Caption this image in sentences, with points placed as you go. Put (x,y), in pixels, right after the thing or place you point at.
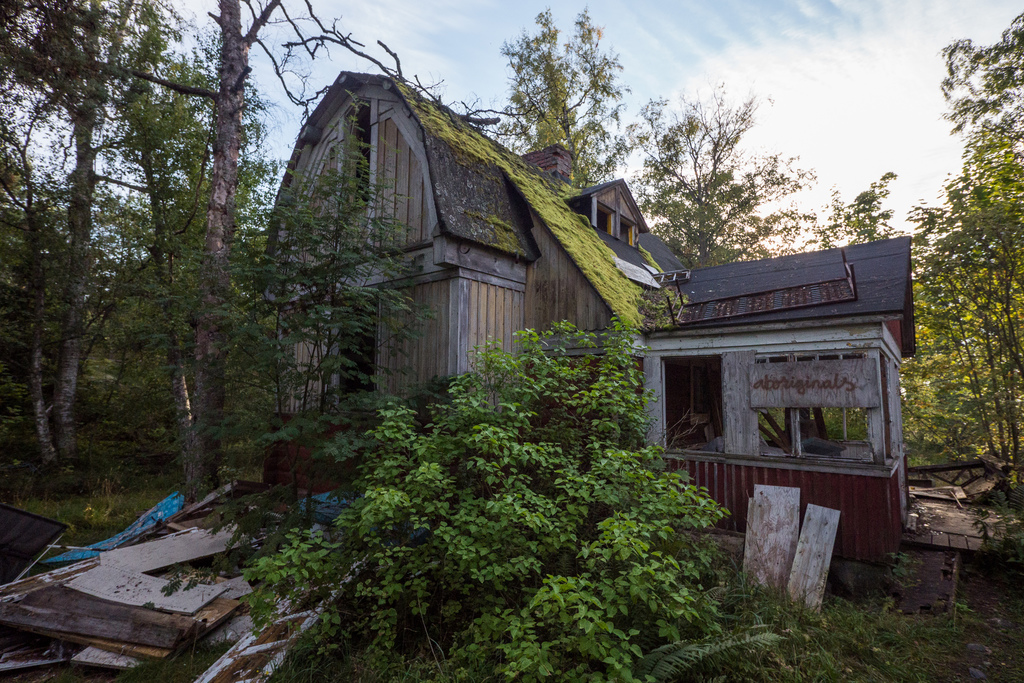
In this picture there is a building (881,409) and there are trees (908,410) and there is text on the board (766,391). At the bottom (756,538) there are wooden objects (141,570) on the grass (756,628). At the top (510,37) there is sky (725,82) and there are clouds (815,116).
